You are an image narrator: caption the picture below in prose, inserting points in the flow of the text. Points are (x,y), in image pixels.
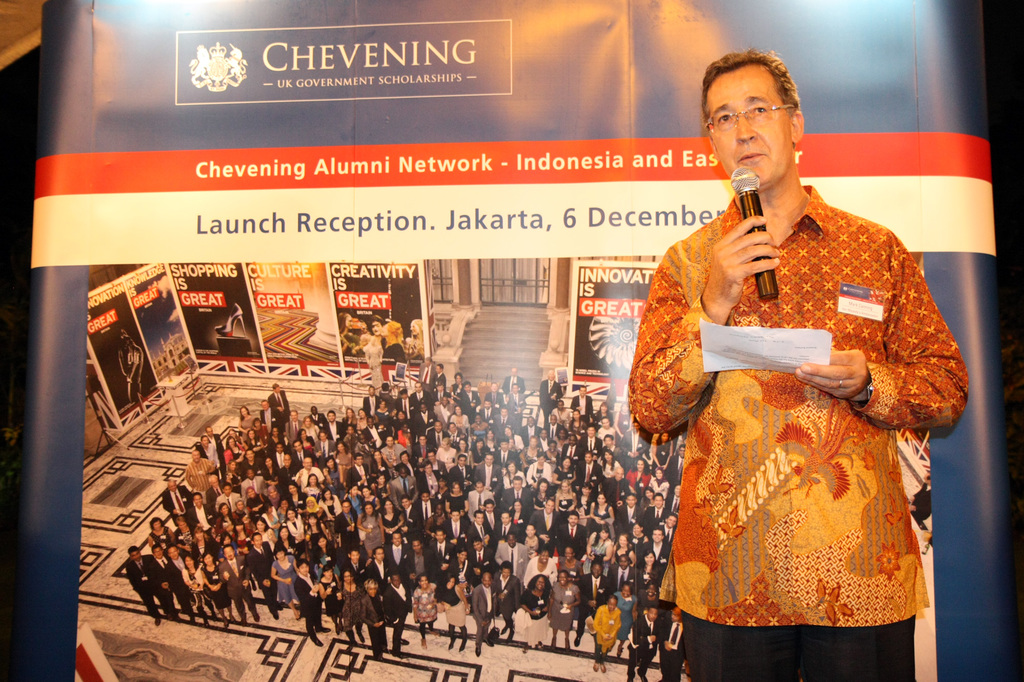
In this picture there is a person (798,531) standing and holding a paper (746,333) in one of his hand (857,384) and a mic (772,286) in his another hand (732,248) and there is a banner (580,228) which has a picture (519,436) and something written on it behind him.
